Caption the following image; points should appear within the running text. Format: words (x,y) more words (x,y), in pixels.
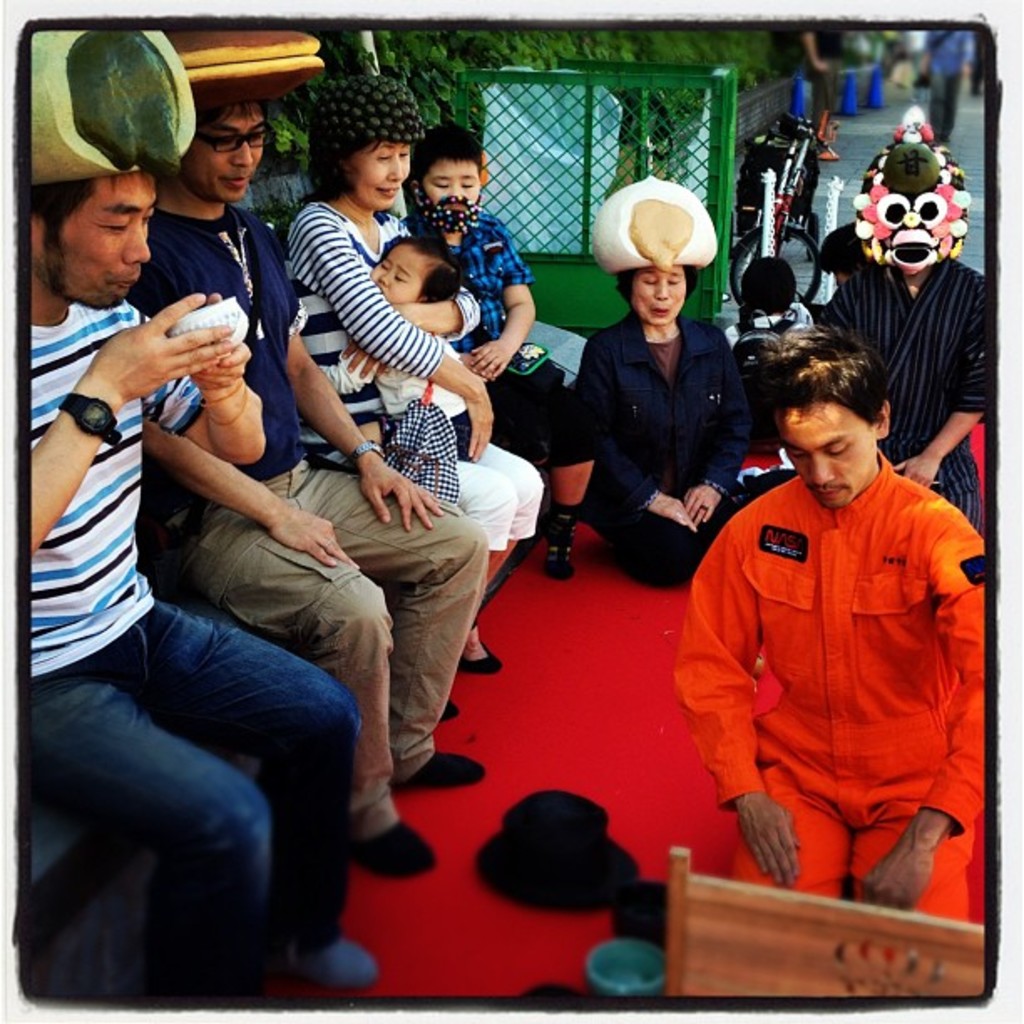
In this picture, I can see group of people (322,753) and i can see a person (793,531) in kneel position and wearing a orange color jumpsuit (783,521) and behind this people (773,261) i can see a bicycle (784,173) which is parked and green color gate (672,176), few trees (499,45) and they are two more people (940,44) who are standing outside the gate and after that i can see a road (880,117).
